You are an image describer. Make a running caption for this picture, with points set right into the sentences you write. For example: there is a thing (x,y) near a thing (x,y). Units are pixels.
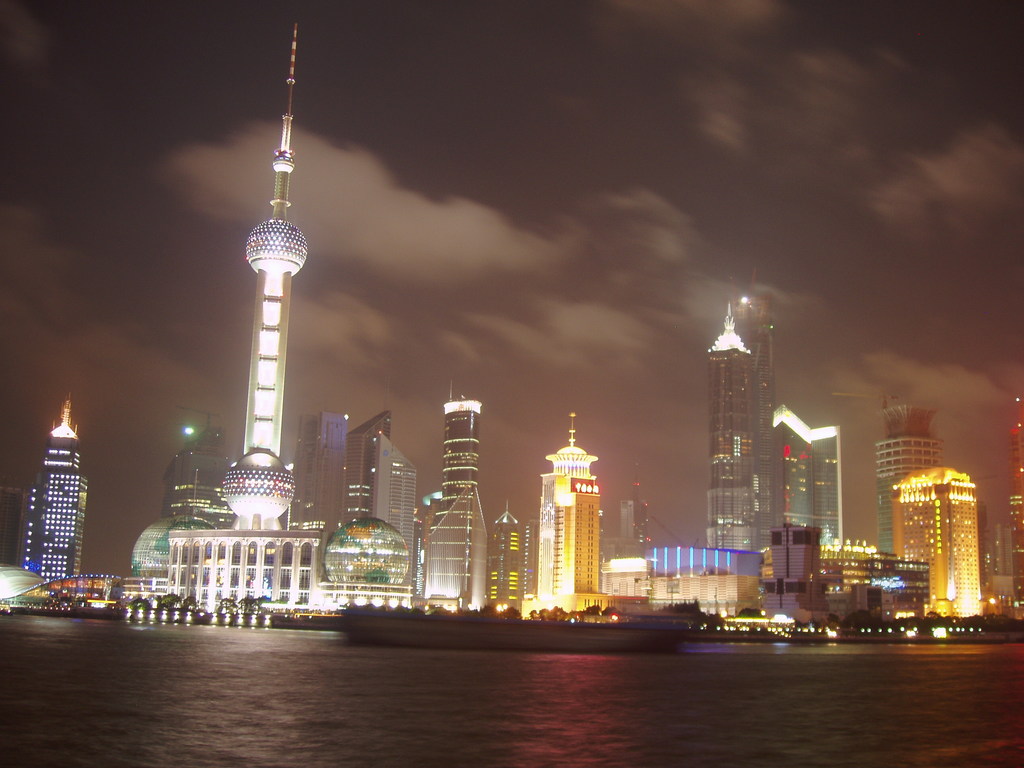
In the picture we can see water (336,666), boats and in the background of the picture (552,546) there are some buildings (582,496) and dark sky (586,334).
